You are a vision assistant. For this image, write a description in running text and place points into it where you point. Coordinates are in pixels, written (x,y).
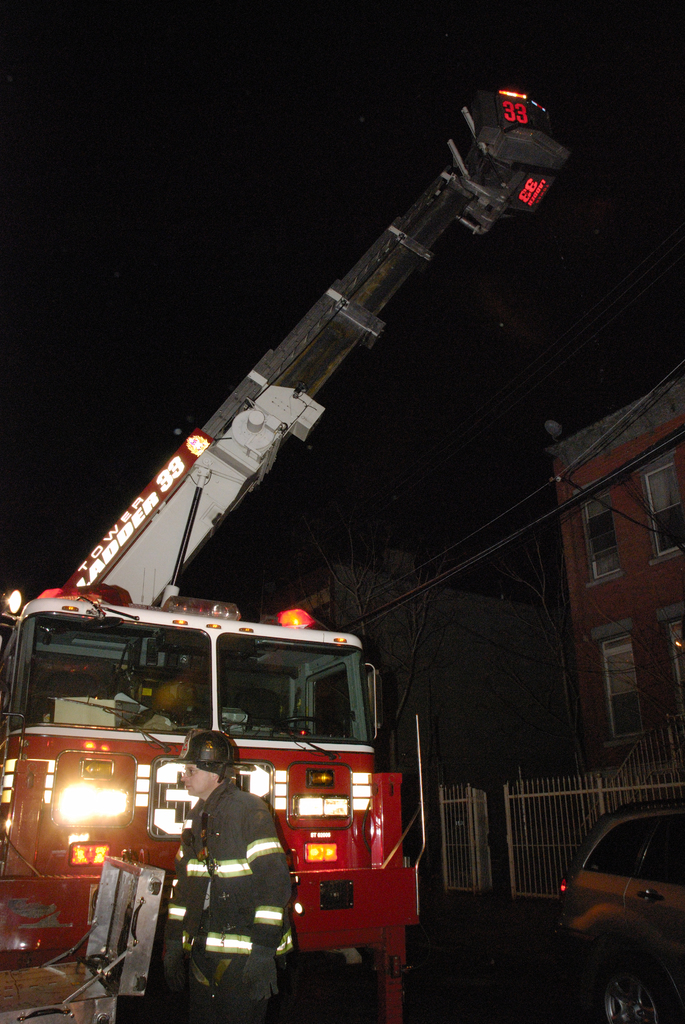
In this image we can see a person (217,997) standing and behind we can see the fire engine (320,756) and on the right side (681,938) we can see a car (578,933). In the background (618,750), we can see two buildings (460,746) and some trees (529,635).
